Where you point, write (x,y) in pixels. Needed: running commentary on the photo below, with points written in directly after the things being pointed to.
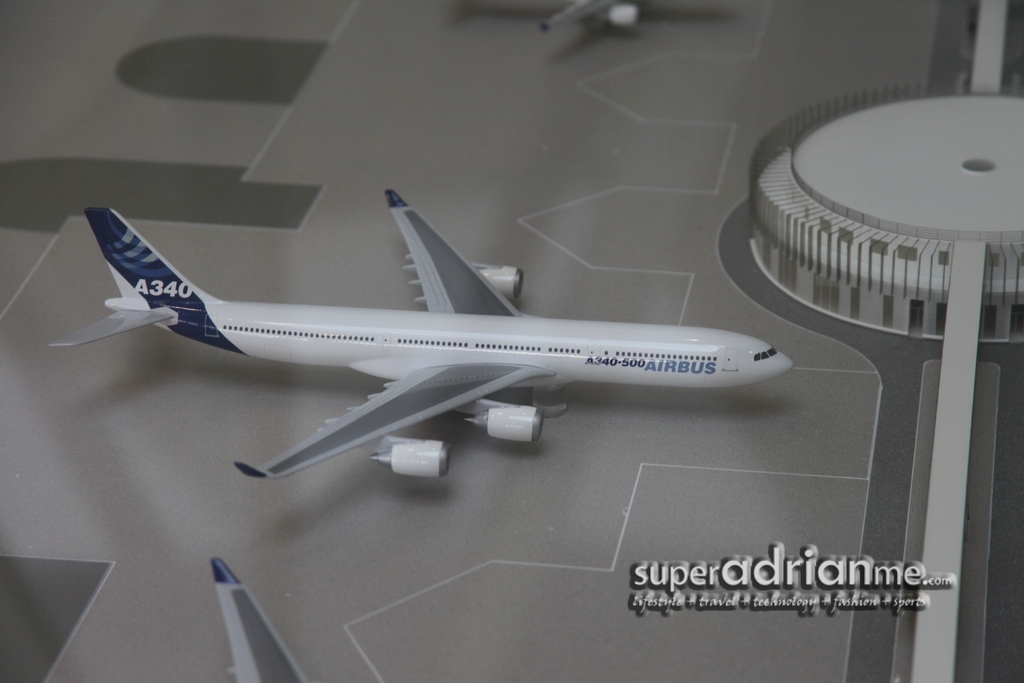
In this picture there is a white color plane (582,359) on the runway (697,407) and there is an object (892,202) in the right corner (915,193).
